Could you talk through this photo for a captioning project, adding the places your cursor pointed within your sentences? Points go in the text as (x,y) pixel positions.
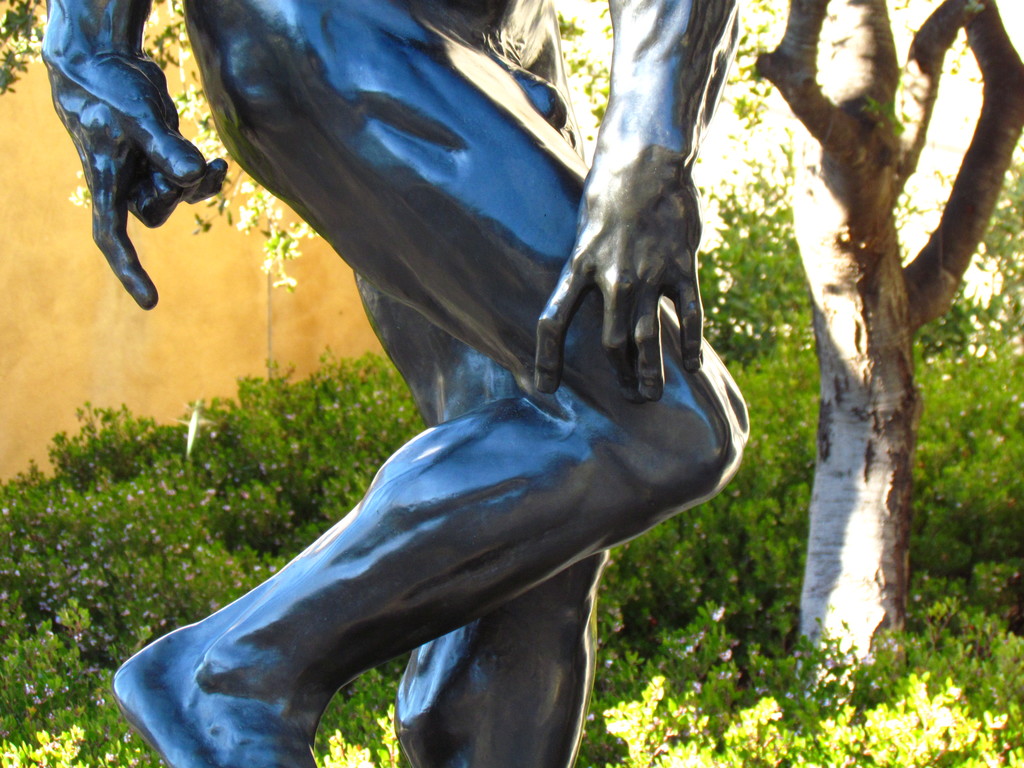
In this image we can see a sculpture (461,310), here are the small plants (823,708), here is the tree (979,148), here is the wall (110,311).
